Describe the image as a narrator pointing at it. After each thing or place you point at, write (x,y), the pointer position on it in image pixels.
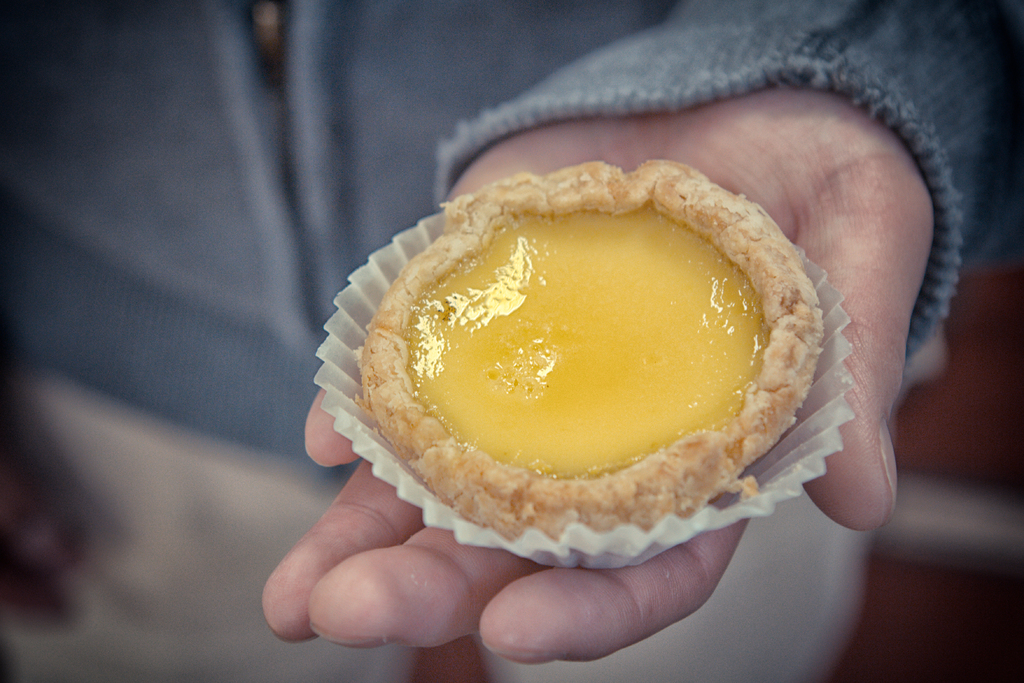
In this image we can see a person hand (737,153) with an egg tart (633,435).
